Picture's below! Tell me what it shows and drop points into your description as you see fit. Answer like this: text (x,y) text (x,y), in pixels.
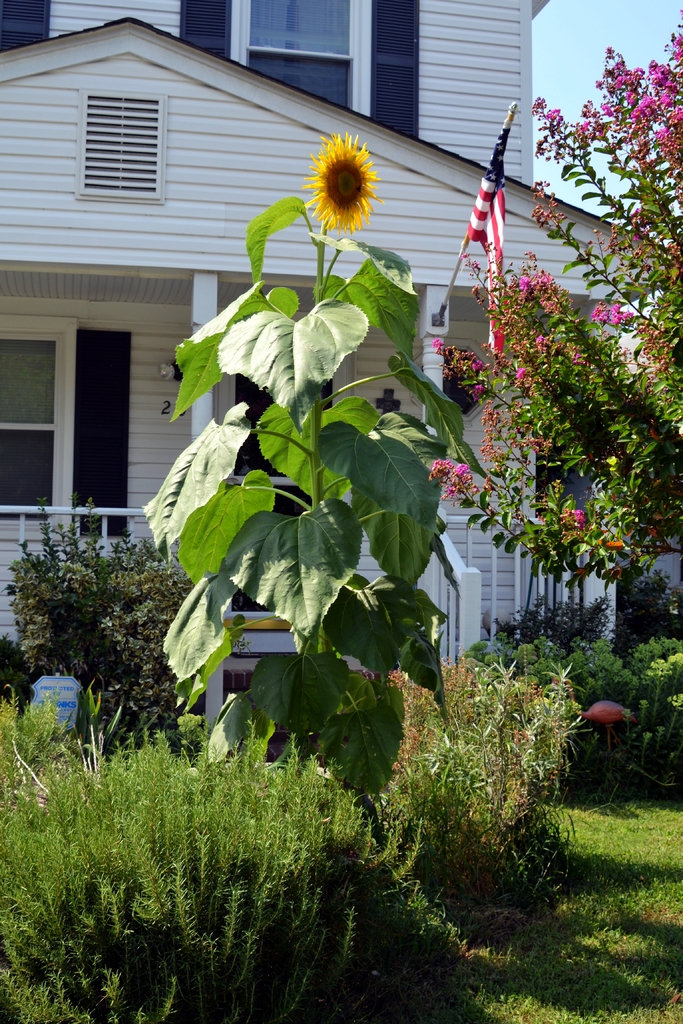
In this image, we can see a building (468,203), flag (499,251), trees (562,395) and there are some plants (337,782) and we can see a sunflower (337,218).
